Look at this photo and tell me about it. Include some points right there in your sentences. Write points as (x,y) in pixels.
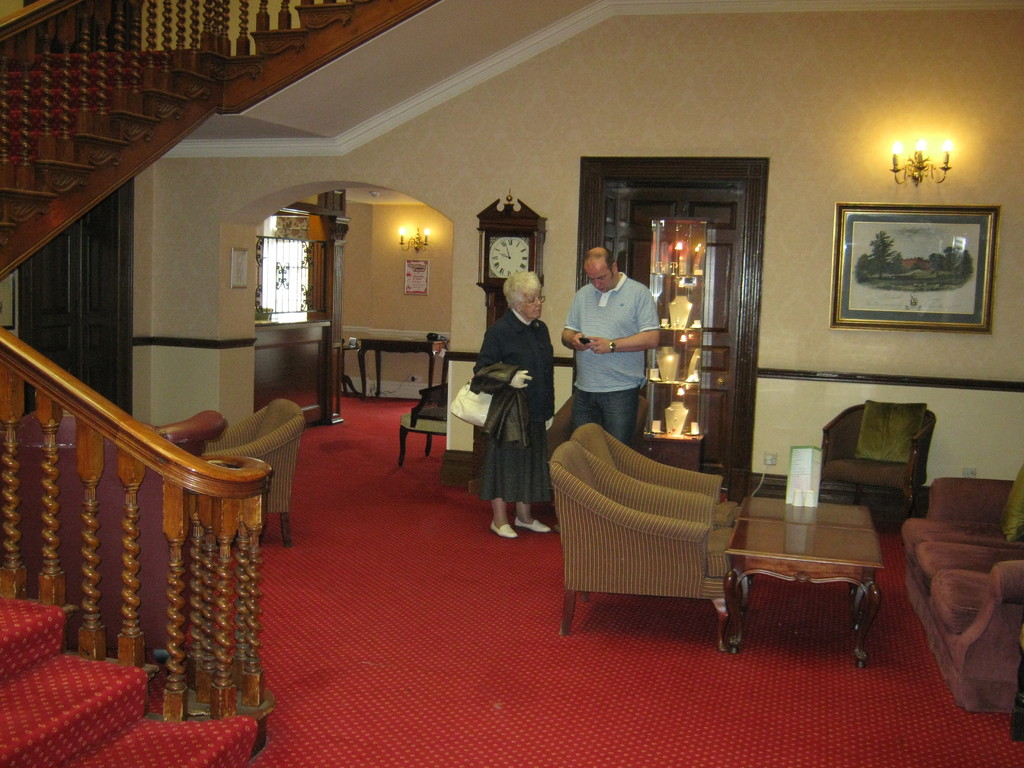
There is woman (506,390) and man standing in a building (400,154) beside stairs (51,5) and there is a sofa (139,543).
